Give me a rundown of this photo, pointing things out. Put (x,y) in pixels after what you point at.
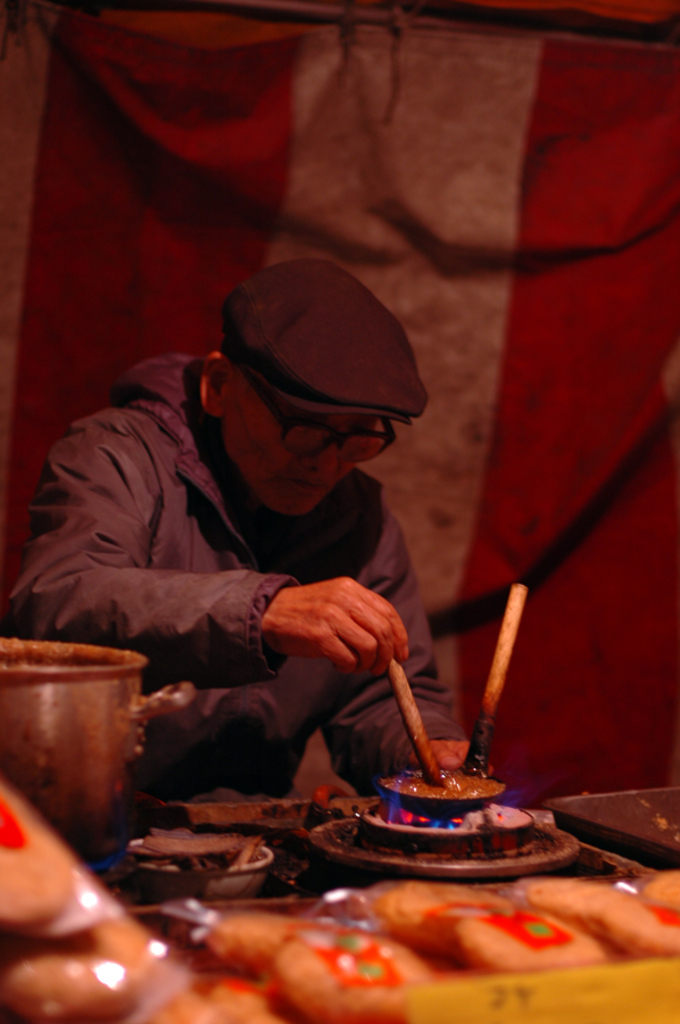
In this picture we can see a person (162,600) wore a cap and spectacles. In front of this person (439,741) we can see a gas stove (407,846), bowls (447,788) and some objects (40,900). In the background (309,160) we can see a cloth (430,140).
